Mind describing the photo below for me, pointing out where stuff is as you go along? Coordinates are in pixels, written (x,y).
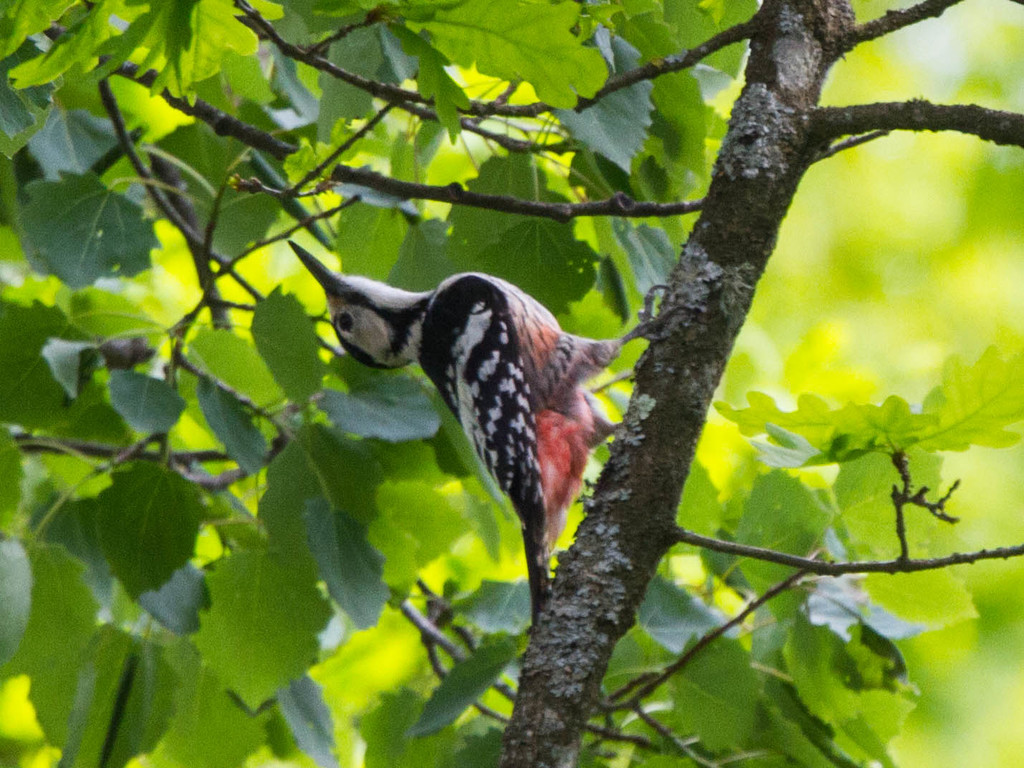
In this picture we can see a small black and red color bird (490,381) sitting on the tree branch (633,523). Behind we can see many green leaves (568,537).
